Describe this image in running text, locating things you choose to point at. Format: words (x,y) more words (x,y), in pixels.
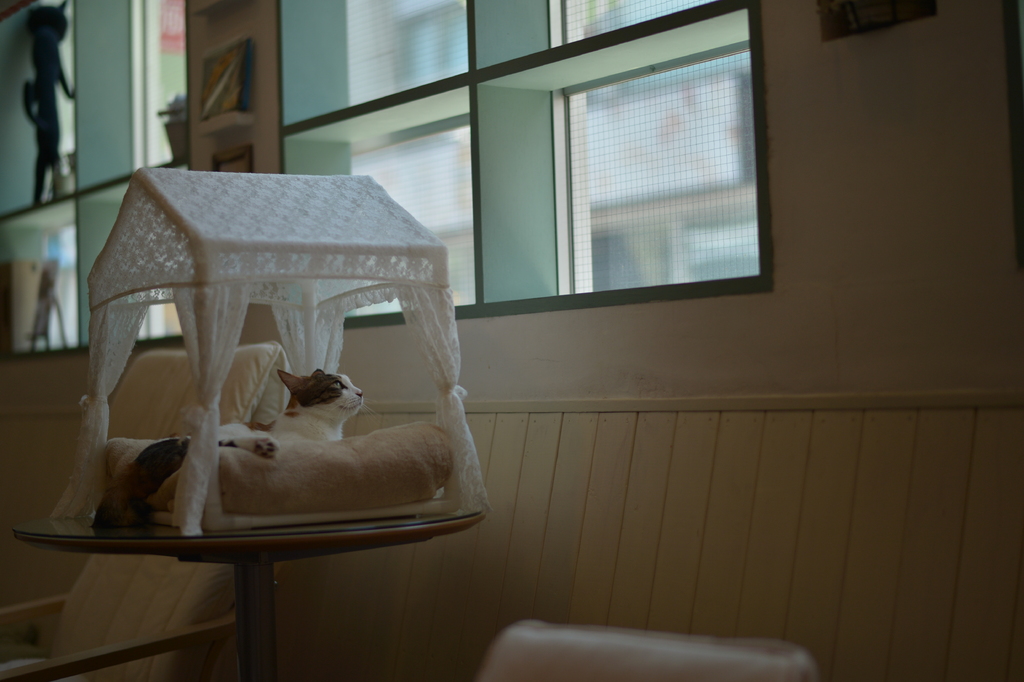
In this image I see a cat (143,495) which is in a small house (453,364). In the background (118,571) i see a wall (945,548) and a chair (184,681) over here.
